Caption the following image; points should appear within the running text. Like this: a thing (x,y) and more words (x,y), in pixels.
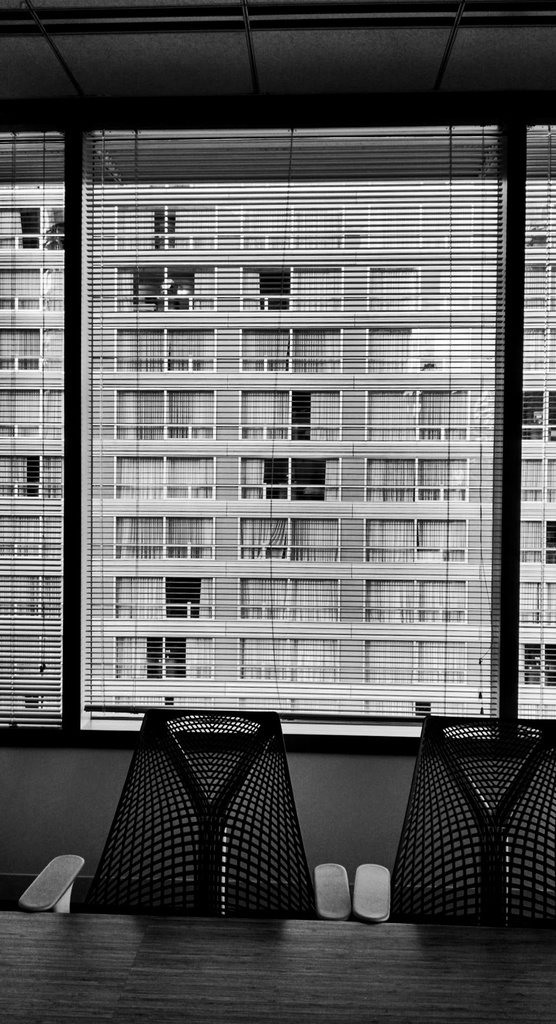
In this picture we can see couple of chairs (243,851) and a table (210,934), in the background (312,573) we can see a building (340,429), and it is a black and white photography.
